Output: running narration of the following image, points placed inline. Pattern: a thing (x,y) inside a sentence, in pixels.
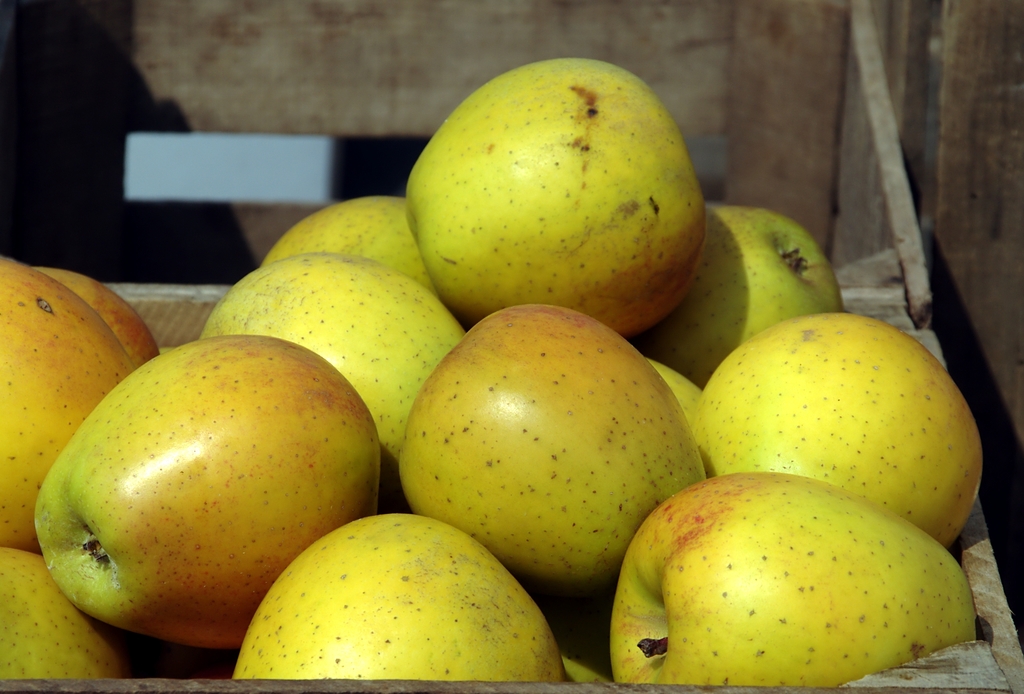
In this picture we can see the apples (493,297) are present in the container (931,667).
